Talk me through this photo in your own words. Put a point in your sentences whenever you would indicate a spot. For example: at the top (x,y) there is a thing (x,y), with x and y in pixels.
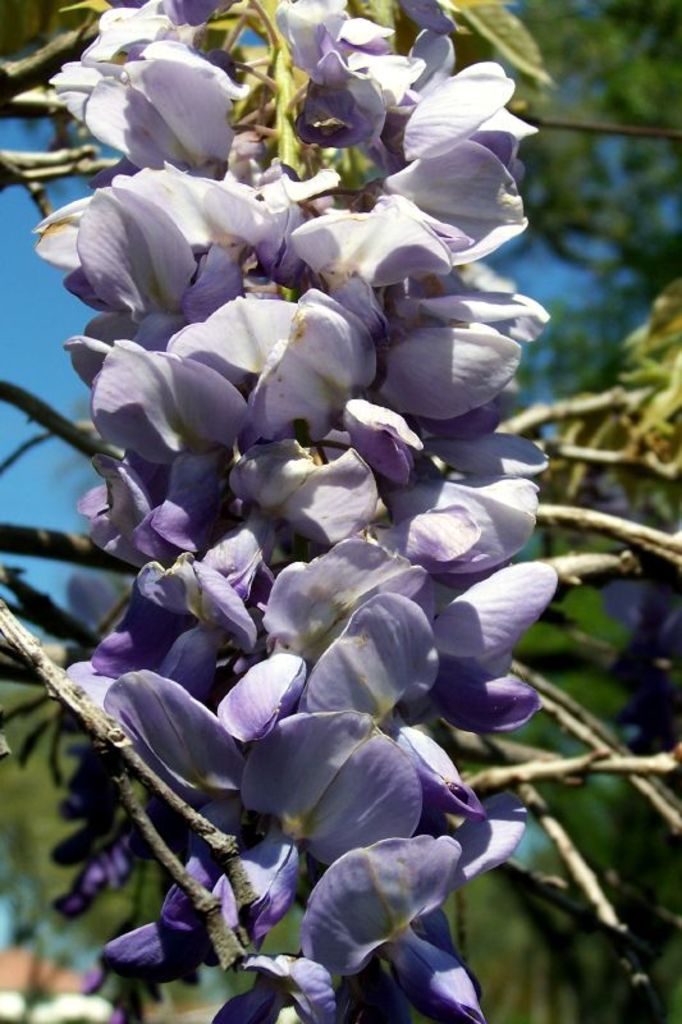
In this image in the front (288,447) there are flowers (288,447). In the background (594,231) there are trees (594,231).
